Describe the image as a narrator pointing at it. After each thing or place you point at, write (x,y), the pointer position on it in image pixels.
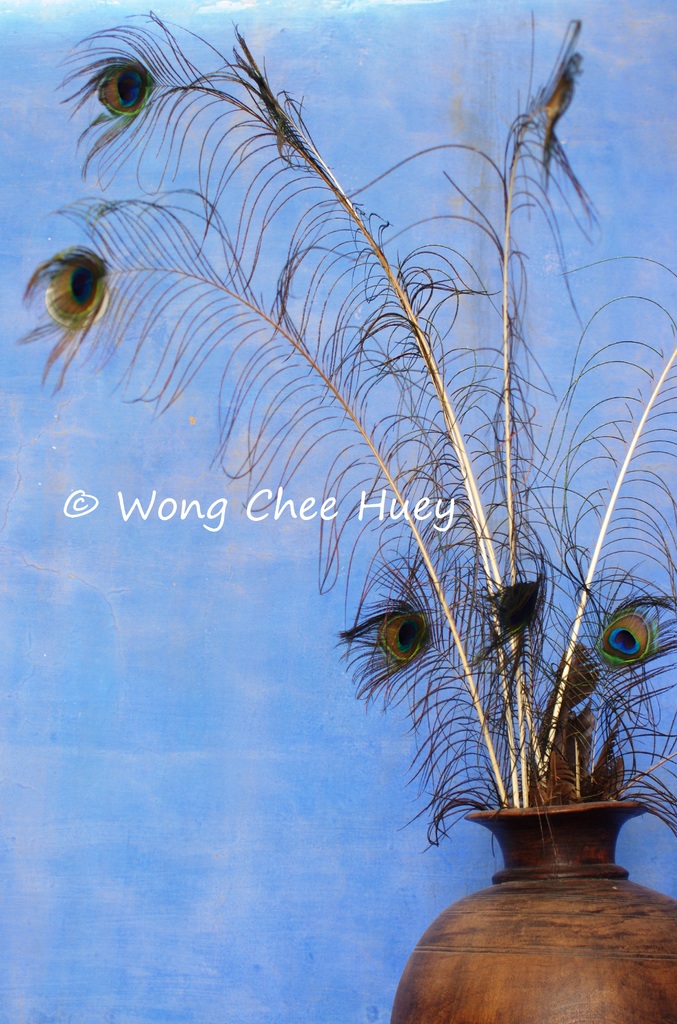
In this image we can see a vase (553,873). There are many feathers (511,536) of the peacock (486,566) in the image. There is some text (362,510) at the center of the image (306,511). There is a blue background (338,768) in the image.
